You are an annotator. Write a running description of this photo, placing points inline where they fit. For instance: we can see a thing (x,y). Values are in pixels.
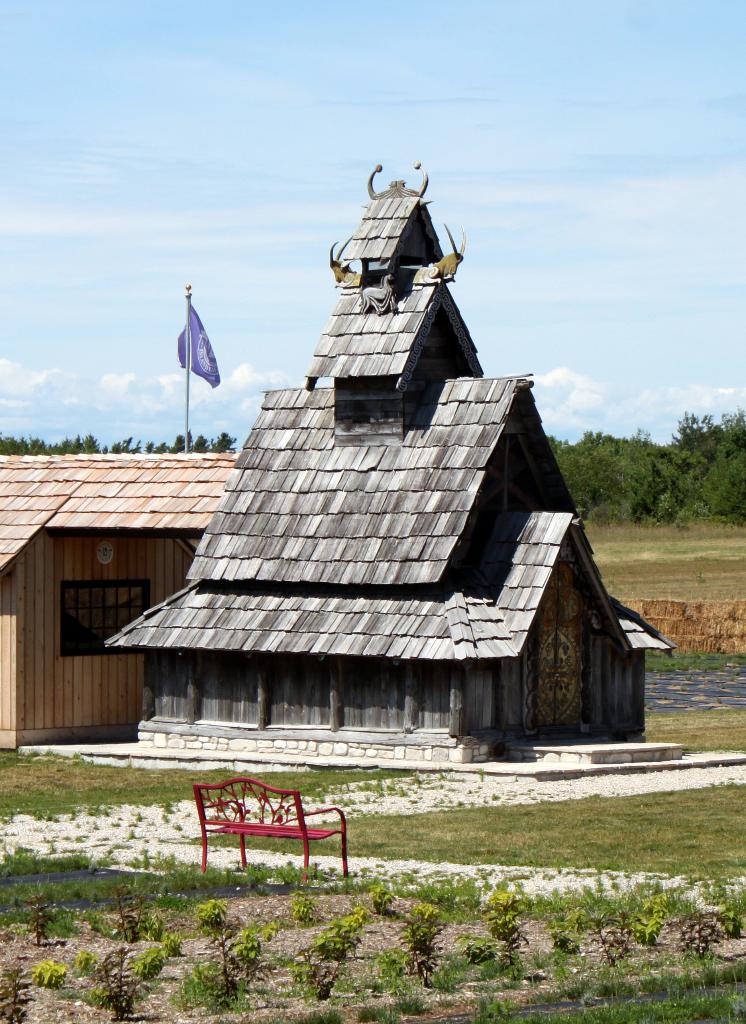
This picture shows couple of houses (201,555) and we see a flag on the house (150,495) and we see a metal bench (244,852) and plants (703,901) and grass (734,1019) on the ground (579,837) and we see trees (583,461) and a blue cloudy sky (505,195).
